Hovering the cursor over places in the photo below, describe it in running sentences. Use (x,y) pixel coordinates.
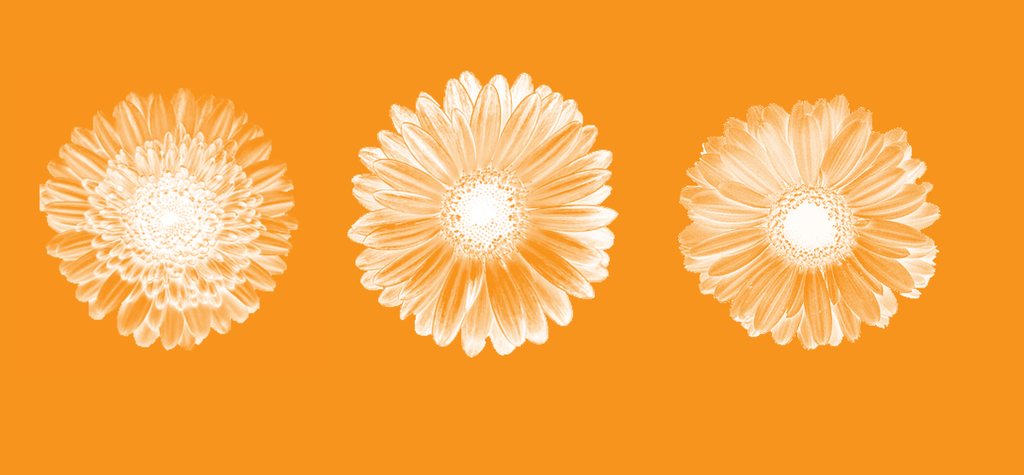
As we can see in the image there is drawing (536,214) of flowers (417,180).
